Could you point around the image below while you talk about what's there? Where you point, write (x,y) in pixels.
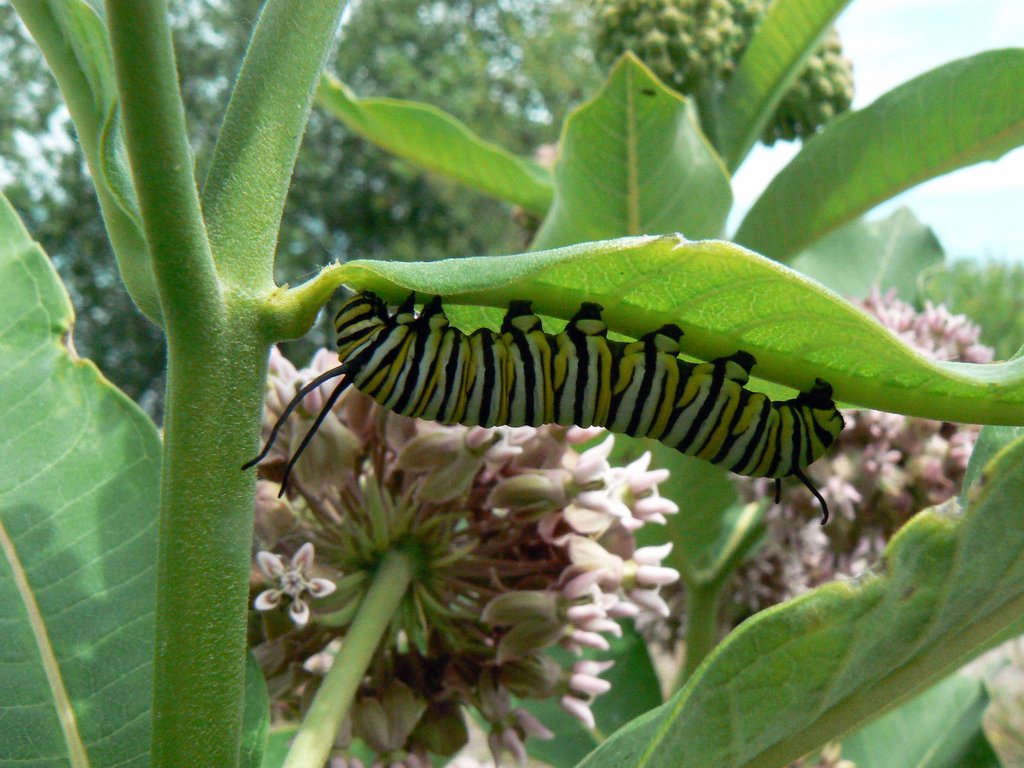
In the front of the image (787,447) there is a caterpillar (761,434), flowers (544,430), stems (363,672) and leaves (767,620). Background of the image (893,41) it is blur. We can see a tree (581,71) and sky (863,29).
